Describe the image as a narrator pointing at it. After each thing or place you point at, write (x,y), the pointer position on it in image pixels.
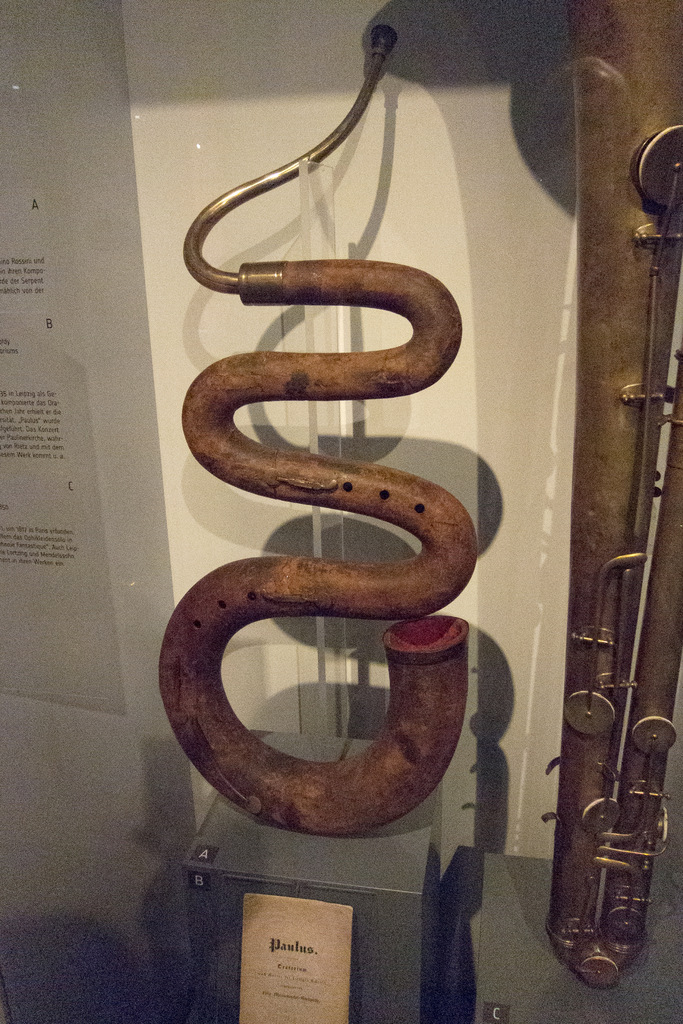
In this picture I can observe two musical instruments (608,497) which are in brown color. I can observe white color name board (290,944). In the background (305,247) there is a wall (282,148).
